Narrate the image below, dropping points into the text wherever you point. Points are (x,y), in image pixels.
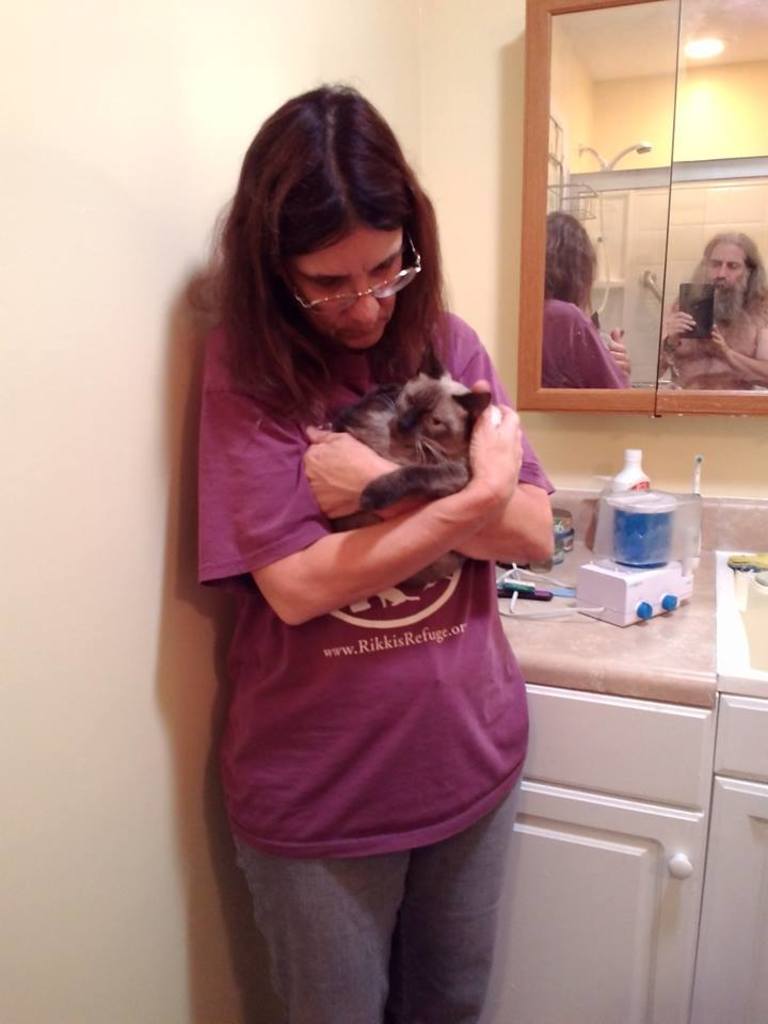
In this image we can see a woman (391,225) is standing and holding a cat (399,497) in her hands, and at back (704,62) here is the mirror (662,100), and here are some objects (701,493) on the table (638,657), and here is the wall (74,164).
